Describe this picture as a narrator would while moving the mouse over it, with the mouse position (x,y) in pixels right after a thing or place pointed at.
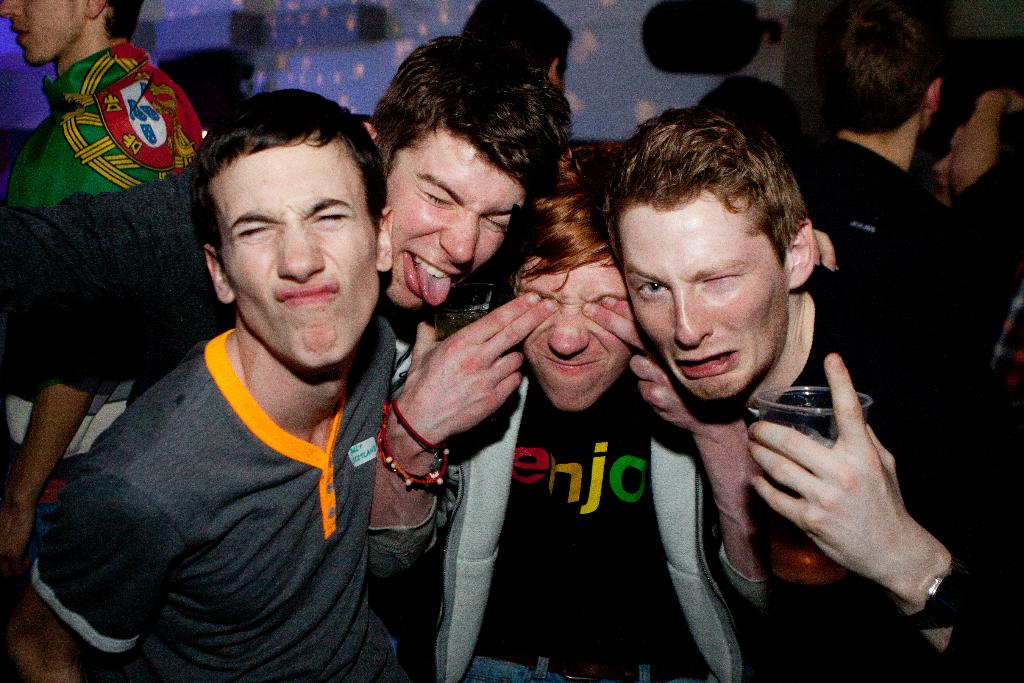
In this image I can see group of people (354,289) among them this man (758,461) is holding a glass (819,425) in the hand (836,503).
